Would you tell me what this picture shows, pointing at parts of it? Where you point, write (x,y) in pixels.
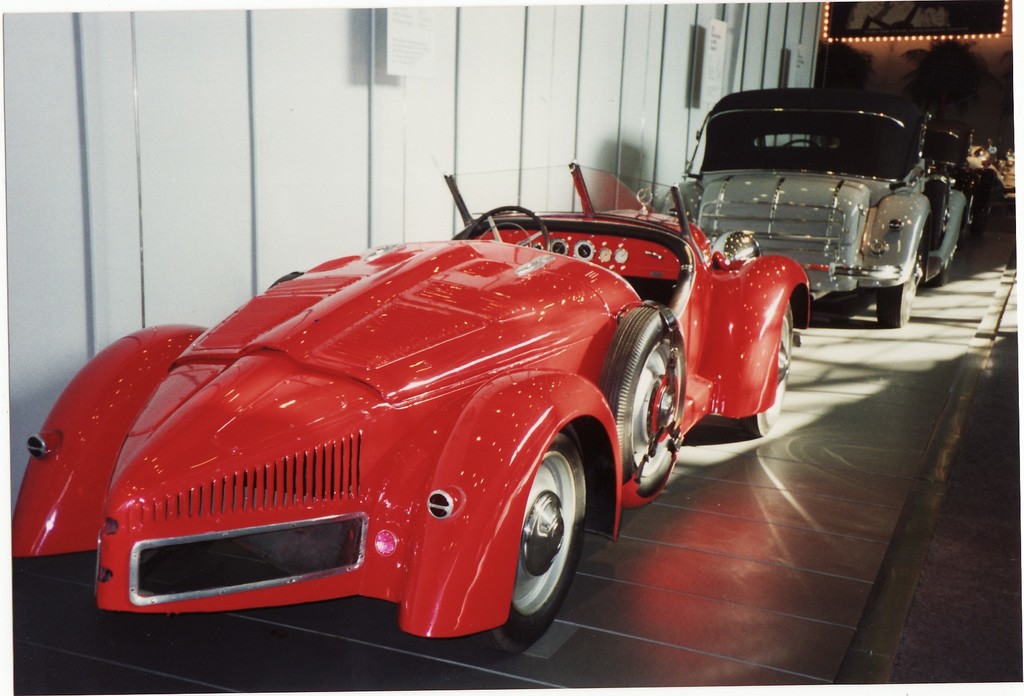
In this picture, there is a car (318,398) which is in red in color. Behind it, there is another car (910,168) which is in grey and black in color. On the top (321,181), there is a wall (554,85) with frames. At the bottom (698,591), there is a floor (836,525).
